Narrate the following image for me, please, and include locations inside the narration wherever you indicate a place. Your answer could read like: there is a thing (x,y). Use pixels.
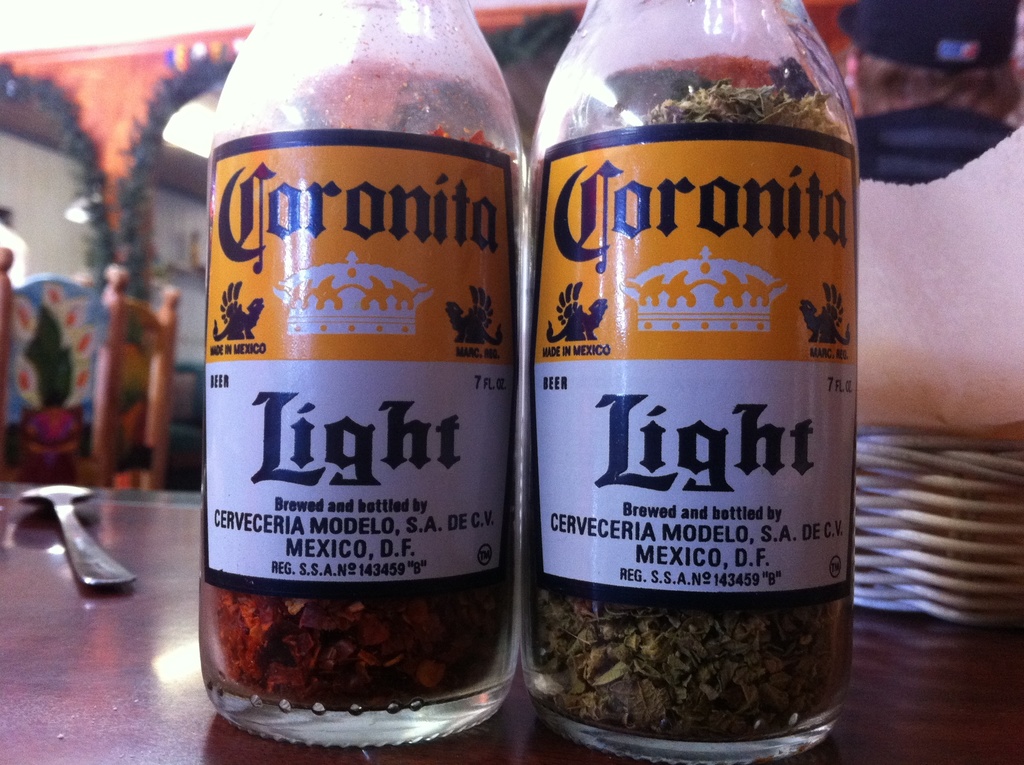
In a picture on a table (126,697) there are two bottles (436,403), at left side of a picture there is one spoon (99,574) and there are chairs (72,387).
